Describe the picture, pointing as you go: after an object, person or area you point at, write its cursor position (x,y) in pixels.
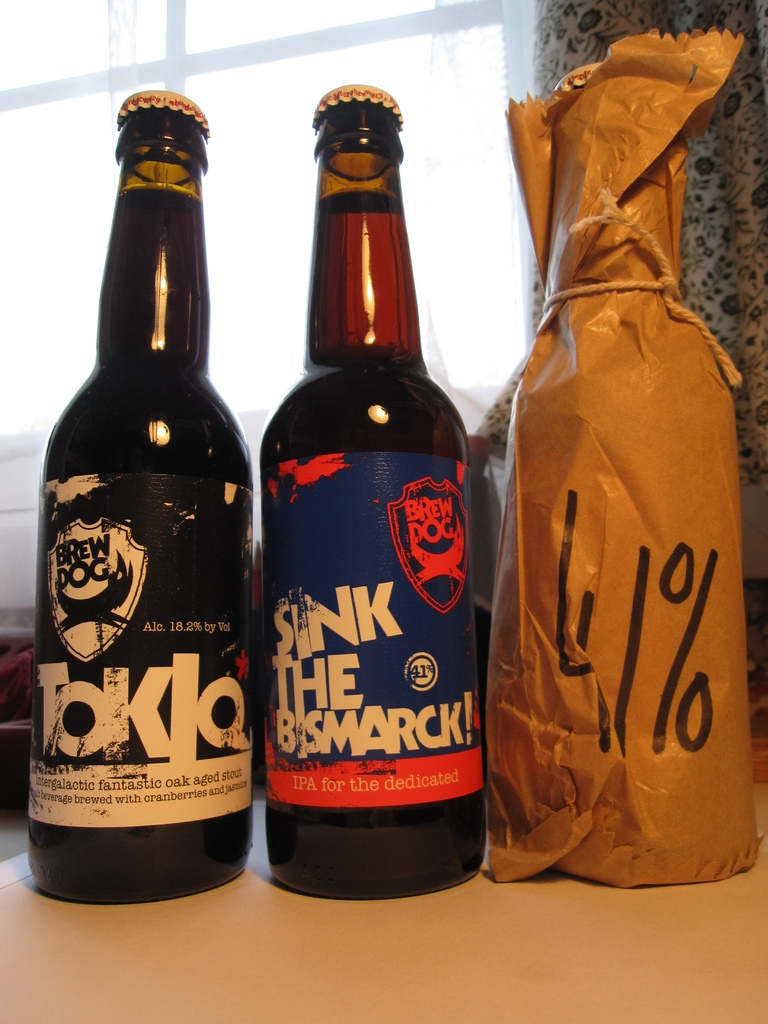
These are the two glass bottles (194,447) which are sealed with metal cap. labels (383,521) are attached to the bottle (147,656). I can see another bottle (576,507) covered with brown sheet (624,385). These bottles (575,799) are placed on the table (429,986). At background (9,181) this looks like a window (370,63).
